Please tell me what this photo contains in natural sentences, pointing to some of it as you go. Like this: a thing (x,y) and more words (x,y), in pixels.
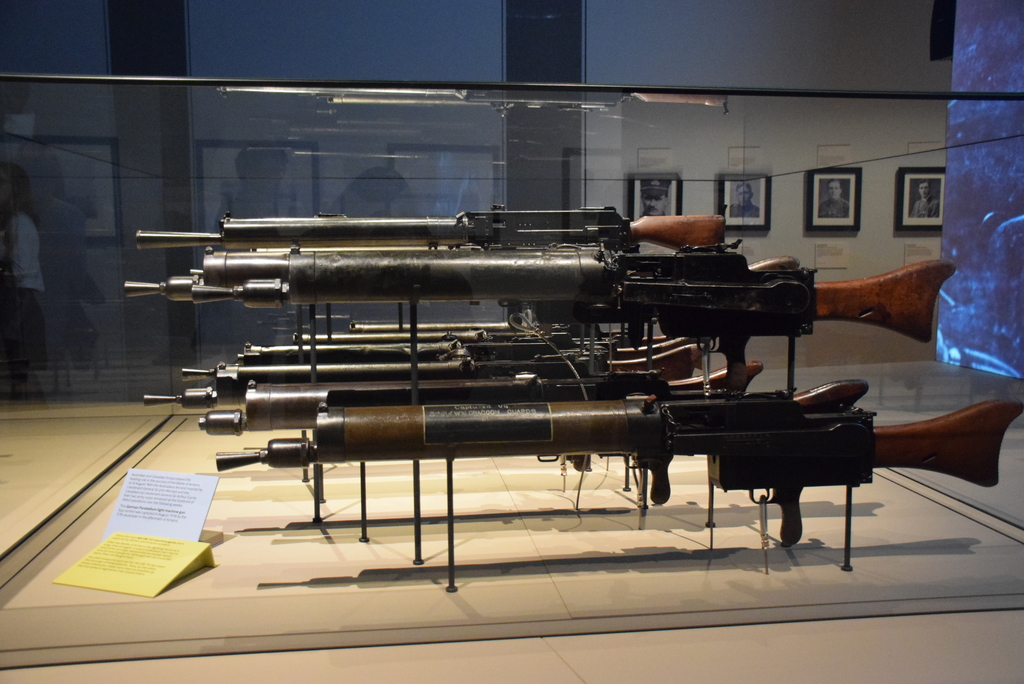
In this image we can see guns (631,439) in the transparent glass (132,148), beside that we can see text (136,546) written on the papers (152,549), behind we can see photo frames (669,197) on the wall (529,29). And we can see the reflection (14,249) of people (33,278) on the glass (17,237).
